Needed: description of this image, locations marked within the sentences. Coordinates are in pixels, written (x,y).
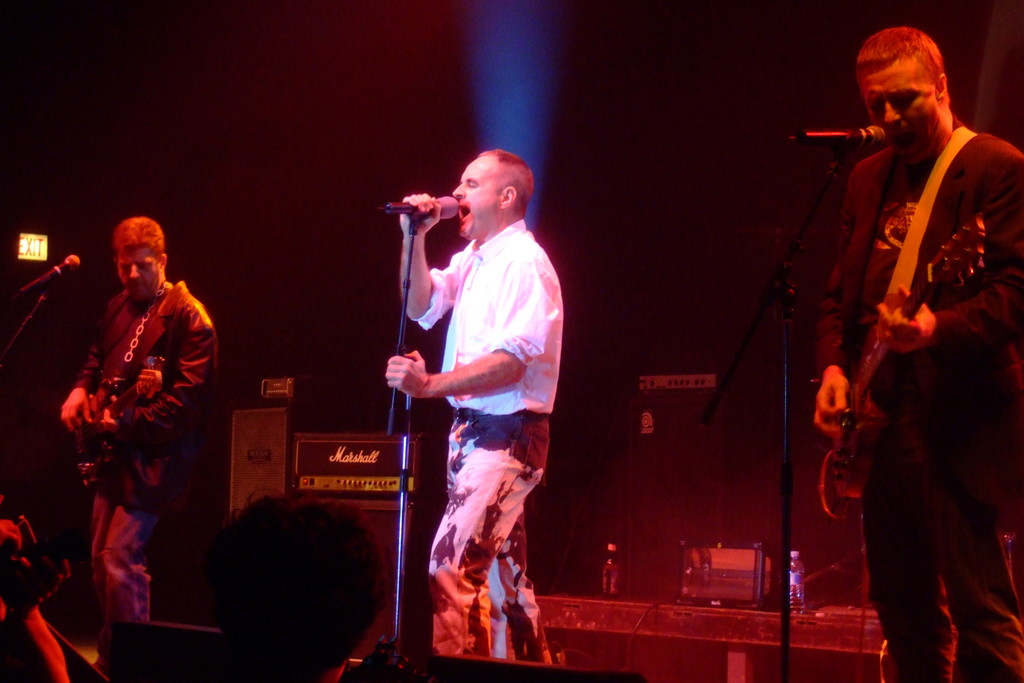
In this image we can see three people (156,375) are standing on the stage (875,625), two of them are playing guitars (852,416) and there are mics (45,279) in front of them and a person (505,363) is holding a mic (393,207) and there are bottles (612,592) and few objects (698,455) in the background (382,472) and there is an exit board (38,255) on the left side (23,253).
